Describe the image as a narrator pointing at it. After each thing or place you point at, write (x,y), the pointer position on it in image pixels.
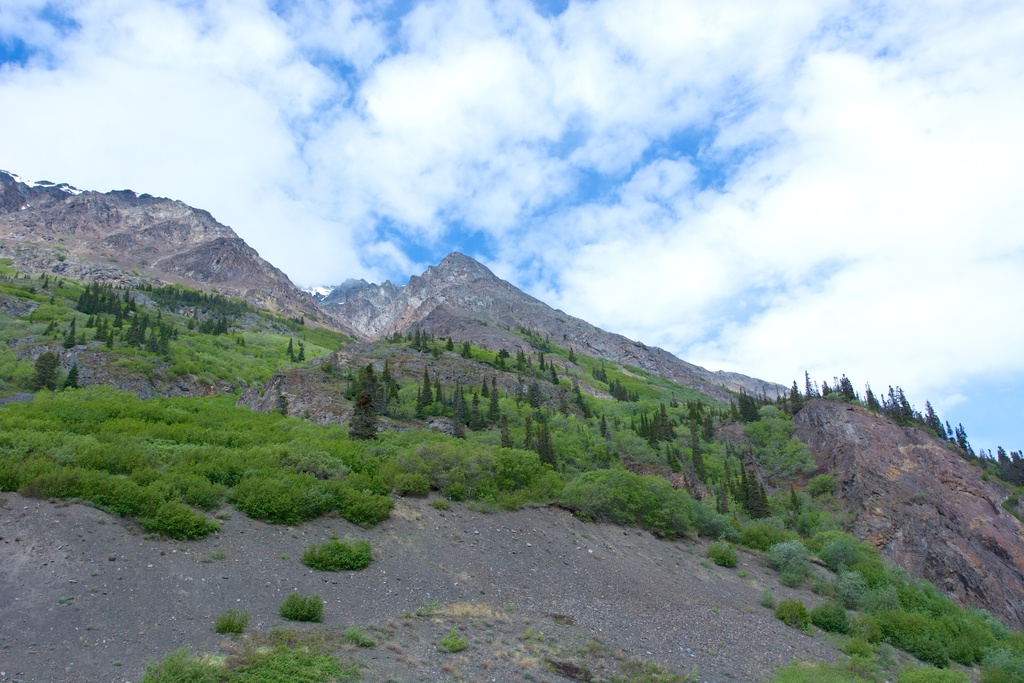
In this picture we can see there are trees (357,405), hills (348,291) and the cloudy sky (457,159).
